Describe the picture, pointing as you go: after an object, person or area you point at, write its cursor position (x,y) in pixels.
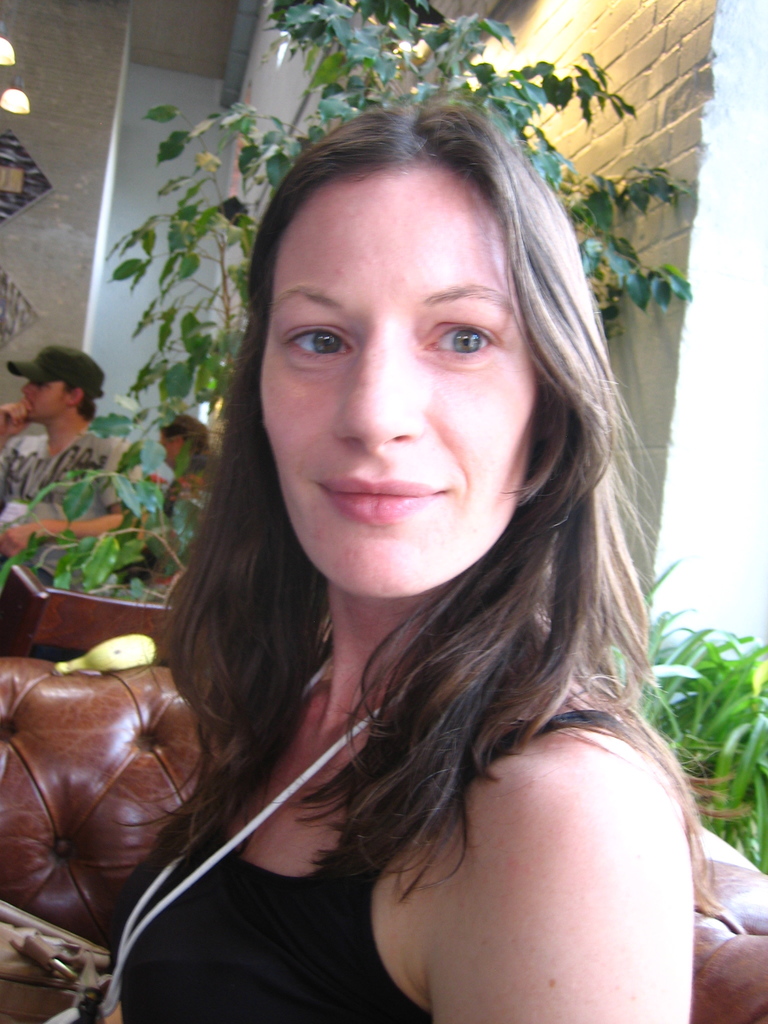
In this image there is a woman (355,678) sitting on the sofa (726,970), on the Sofa (1,817) there is a bag (55,949) and a banana (98,650), beside this there are a few plants (714,702) and in the background (56,415) there are a few people (80,451), a few frames (10,197) and a few lamps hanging on the wall (135,320).
